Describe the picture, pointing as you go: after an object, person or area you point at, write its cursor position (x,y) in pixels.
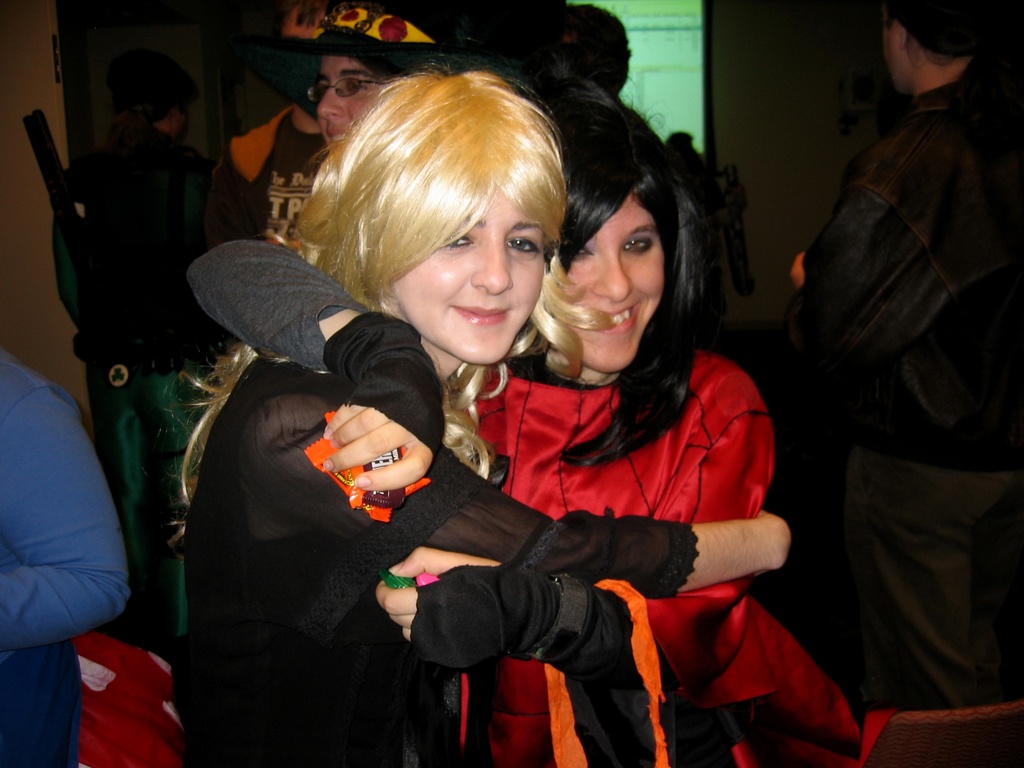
In this picture we can observe two women (463,383) smiling. They are wearing black and red color dresses (661,490). In the background (124,514) we can observe some people (349,105) standing. There is a wall (760,105).
